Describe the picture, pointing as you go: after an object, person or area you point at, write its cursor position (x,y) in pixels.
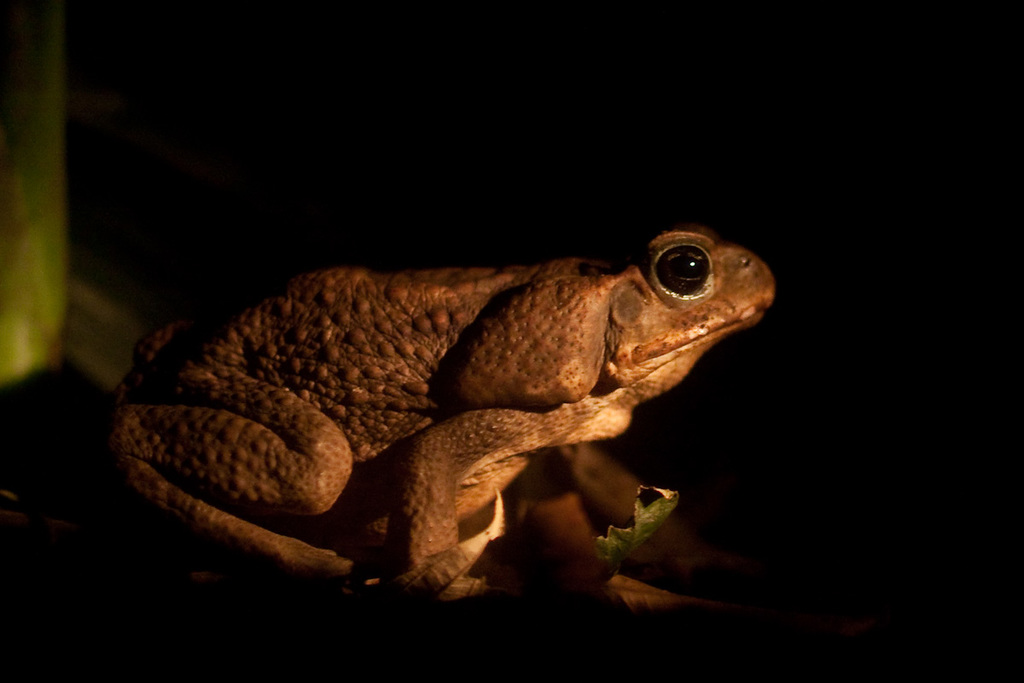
It is a frog (603,330) and it is of brown color and the background of the frog (227,361) is dark.
